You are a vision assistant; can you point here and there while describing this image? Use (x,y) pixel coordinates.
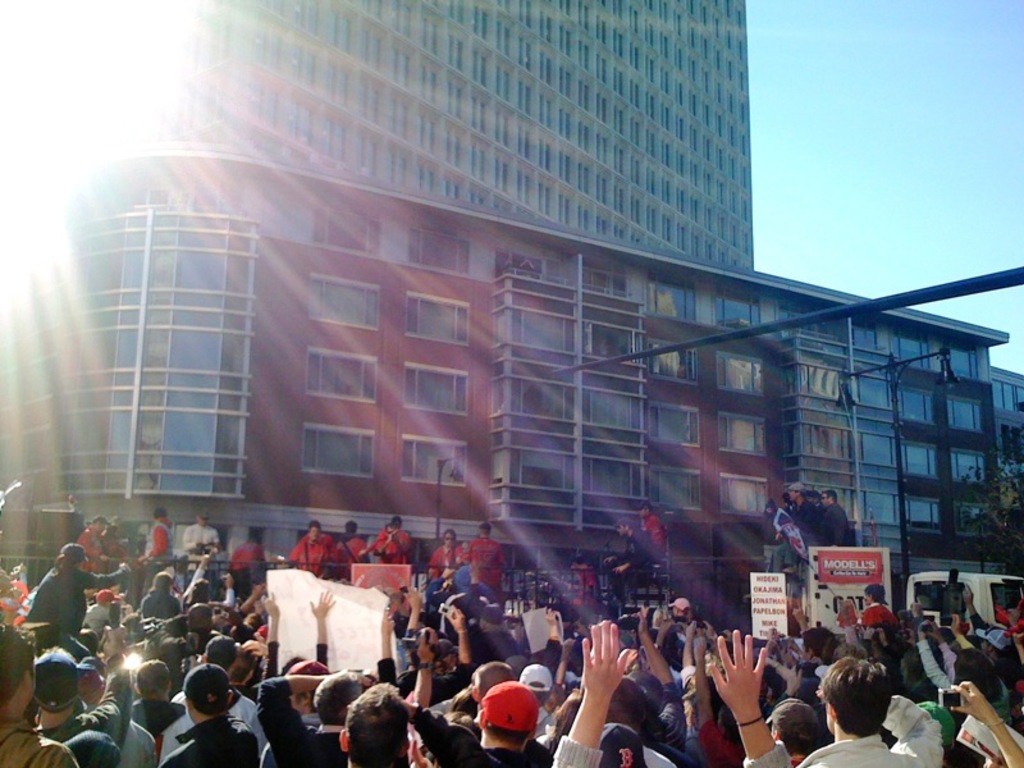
In the given image i can see a building (443,210) with windows (538,386), rods (916,296), people (289,735), vehicle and In the background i can see the sky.
